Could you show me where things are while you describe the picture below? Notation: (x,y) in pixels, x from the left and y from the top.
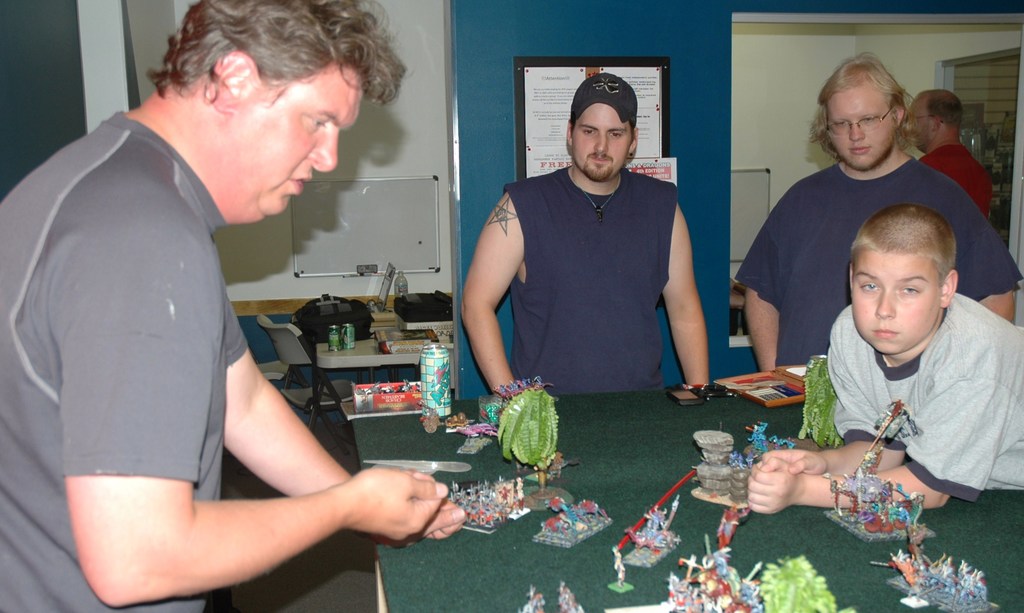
On the background (729,61) we can see wall (744,81), white board (420,195) and frames (637,79). here on the table (620,524) we can see miniatures (921,576), tins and bags (359,334). we can see all the persons (197,278) standing here.
